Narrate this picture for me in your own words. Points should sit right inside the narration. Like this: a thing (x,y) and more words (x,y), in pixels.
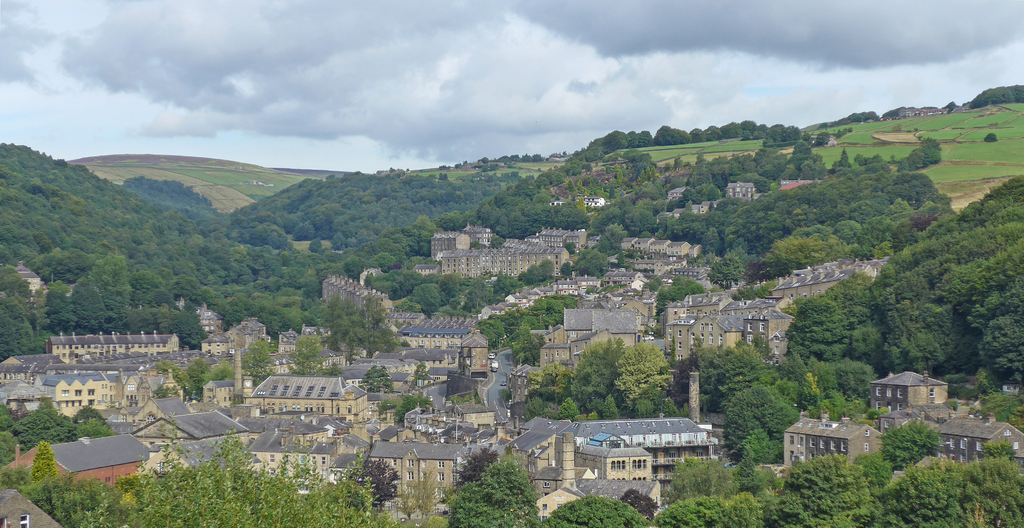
In this image I can see few vehicles (503,382) on the road (501,360), buildings (378,364) in gray and cream color, trees (618,267) in green color and the sky (565,127) is in white color.
